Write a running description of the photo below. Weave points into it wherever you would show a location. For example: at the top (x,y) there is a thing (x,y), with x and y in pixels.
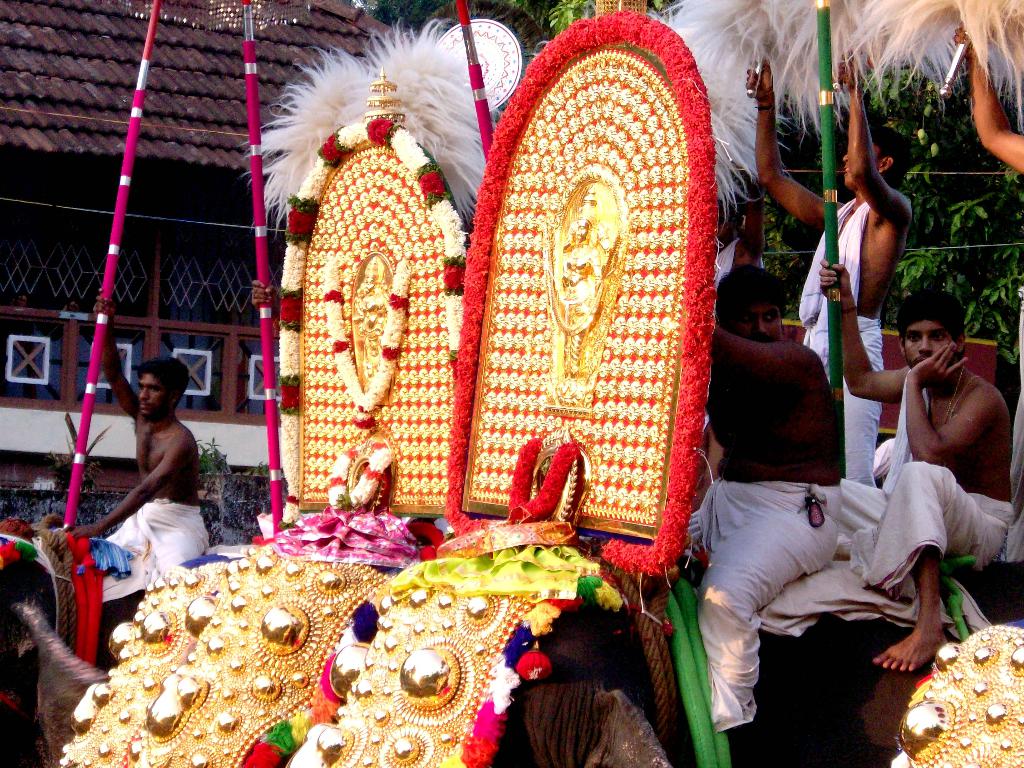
In the center of the image (381,290) we can see a two golden shields (378,370) on elephants (840,736). On the right side of the image (758,535) we can see a stick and persons (818,503) and trees (948,272). On the left side of the image (149,462) we can see man (90,532) sitting on the elephant (43,580) with stick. In the background (104,134) there is a building (136,311) and trees (406,23).
